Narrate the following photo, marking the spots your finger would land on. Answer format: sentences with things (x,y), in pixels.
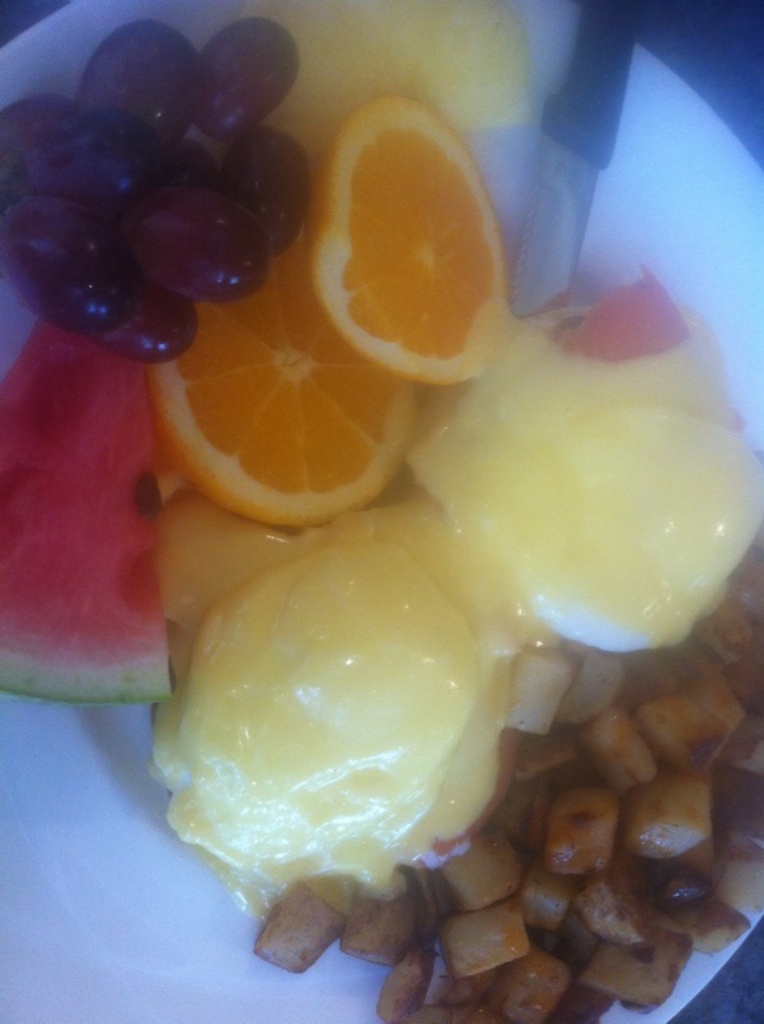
In the picture I can see the eggs (565,449), fruits (288,501), and a knife (551,263) are kept on the plate (731,356).
